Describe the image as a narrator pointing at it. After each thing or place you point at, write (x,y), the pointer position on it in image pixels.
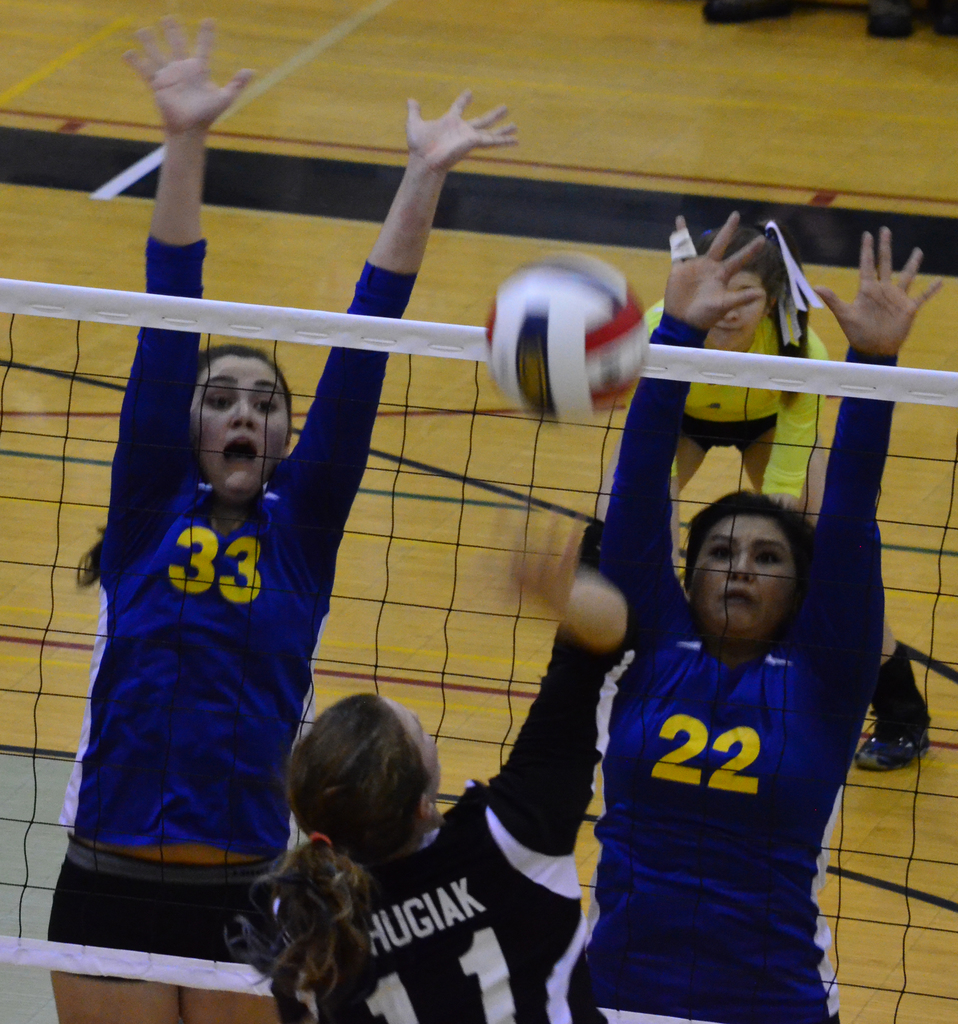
In the foreground of this picture (415,907) we can see the group of women (653,916) wearing t-shirts (284,547) and seems to be jumping and we can see a ball (557,347) which is in the air and we can see the net (772,359). In the background (554,145) we can see the floor (765,162) and a person (743,339) standing on the floor (416,515).
